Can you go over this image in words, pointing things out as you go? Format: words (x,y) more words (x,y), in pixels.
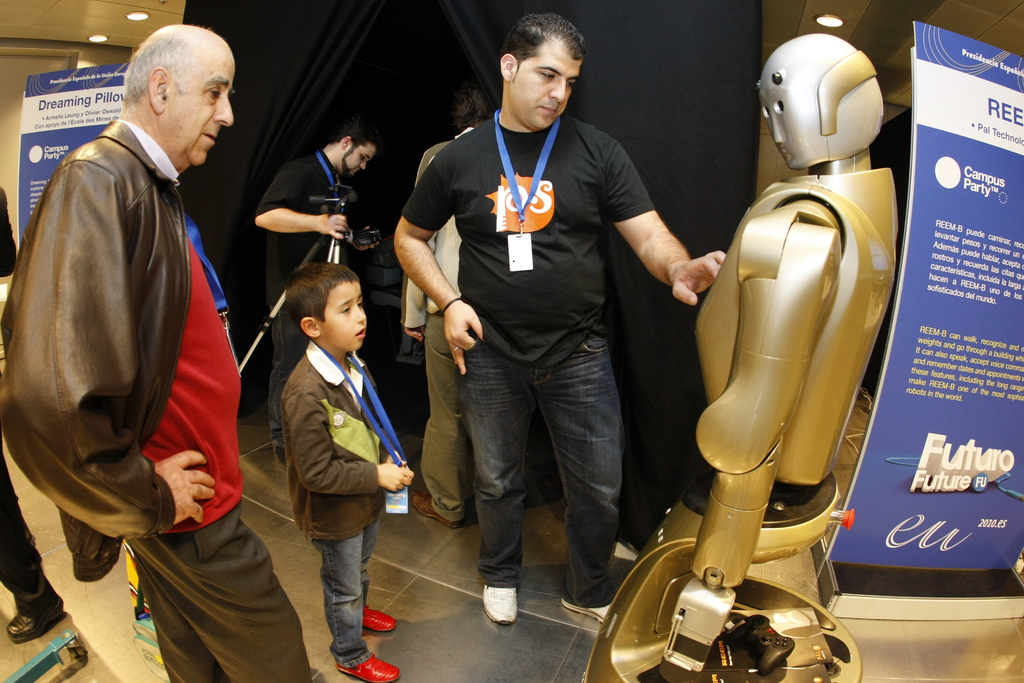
In this image we can see some group of persons (312,363) standing near the robot (824,356) and in the background of the image (283,197) there is a person (283,197) holding camera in his hands (331,224) and there is a black color curtain (248,29) and there are some posters (931,199) which are in blue color.
